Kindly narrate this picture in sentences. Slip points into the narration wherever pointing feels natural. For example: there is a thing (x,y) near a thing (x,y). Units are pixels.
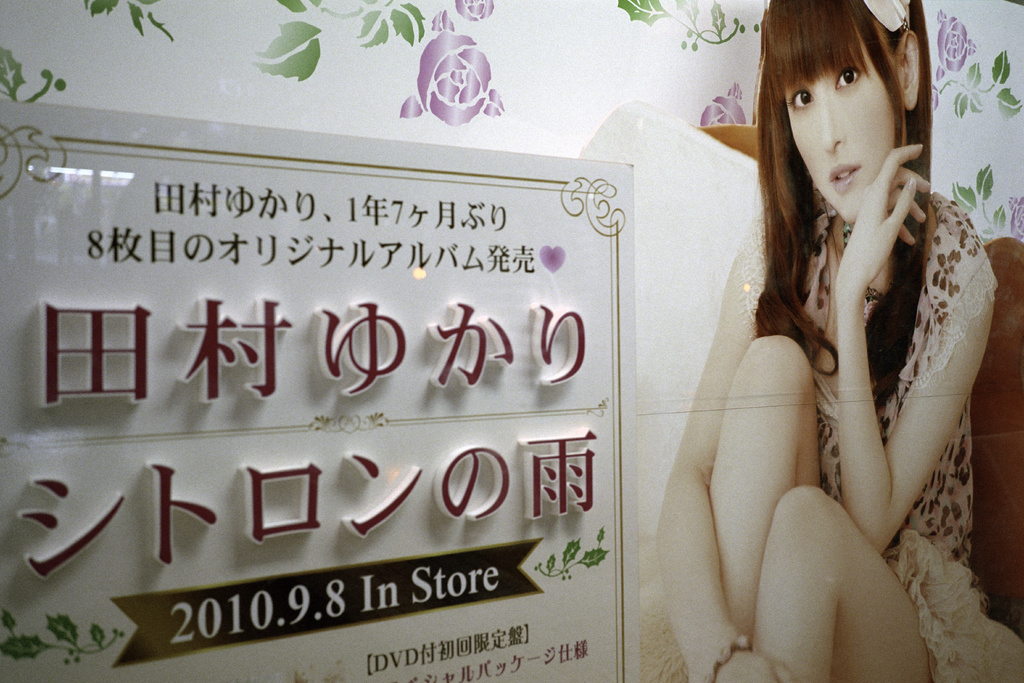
This image consists of a poster (646,302). On the right (786,404), there is a girl (797,437) sitting. On the left (256,385), there is a board (261,432) on which there is a text (372,337). At the top (385,9), there is a print (437,83) of flowers (492,104) along with leaves (300,69).
